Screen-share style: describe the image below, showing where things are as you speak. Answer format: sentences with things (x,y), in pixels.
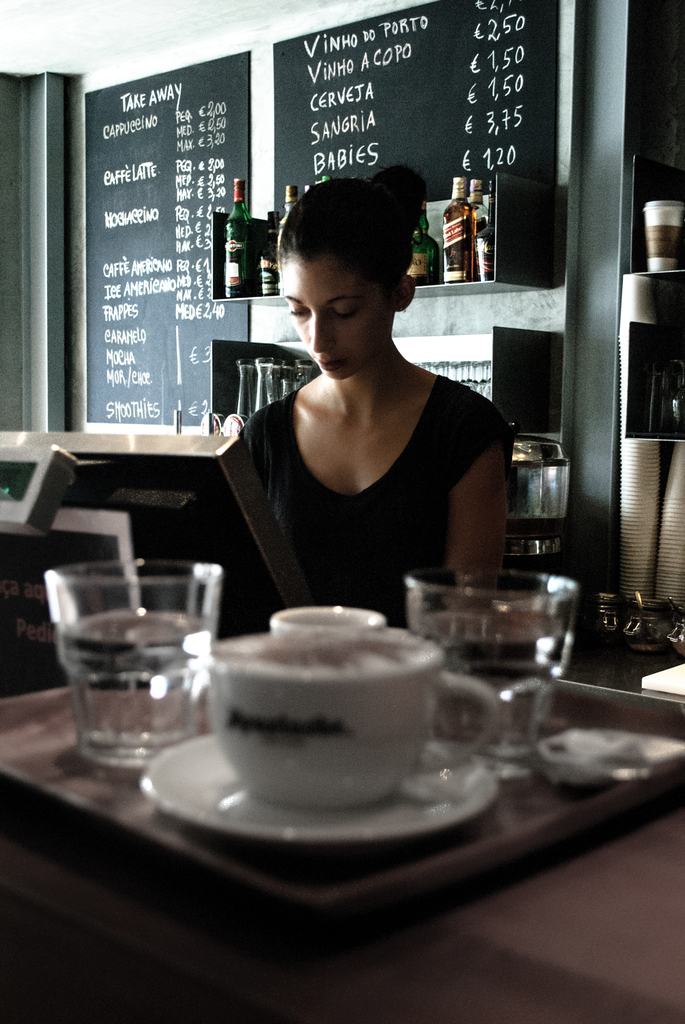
This picture is of inside the room (477,375). In the foreground (476,914) we can see a table (577,905) on the top of which a cup (361,674), saucer (438,798) and glasses (545,621) are placed. We can see a woman (309,409) wearing black color t-shirt (347,503) and standing. In the background (484,46) we can see a board (416,44) and some bottles (476,211) placed in the shelf (504,232) and a wall (604,178).
